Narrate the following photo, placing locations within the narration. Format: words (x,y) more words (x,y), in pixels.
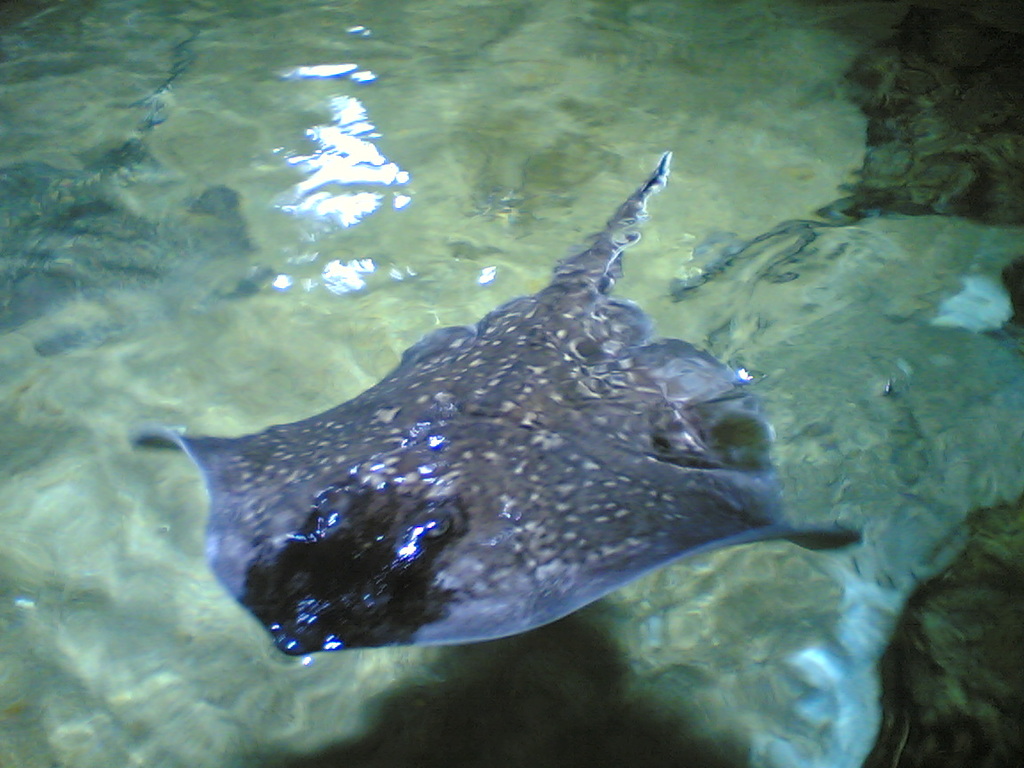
There is a fish (494,523) in the water (673,193) in the foreground area of the image (626,411).
